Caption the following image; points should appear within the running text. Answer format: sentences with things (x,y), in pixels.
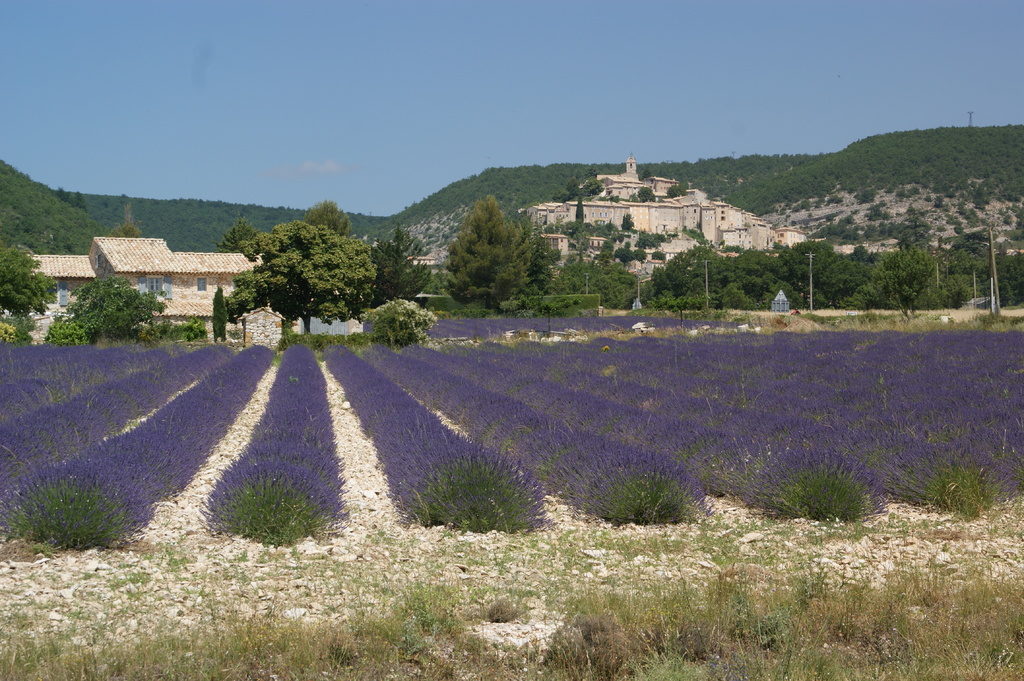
This picture is taken from the outside of the city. In this image, we can see some trees (861,262), plants (971,350) with flowers (402,425) which are in blue color. In the background (152,279), we can also see some houses (204,289), buildings (178,291), trees (576,199), plants (804,195), pole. At the top (443,133), we can see a sky (471,28), at the bottom (450,663), we can see some plants (459,508), grass (380,625) and a land (316,610).
